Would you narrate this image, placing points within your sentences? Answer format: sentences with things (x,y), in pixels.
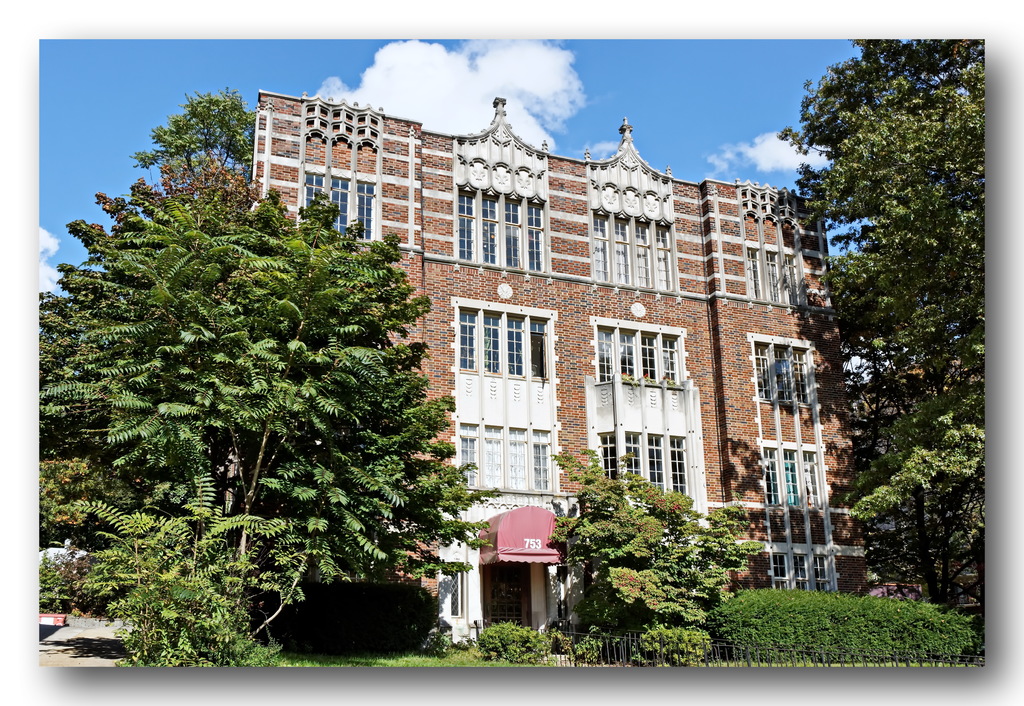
To the bottom of the image (844,615) there are plants (695,582). In the middle of the image (654,362) there is a building (437,236) with brick wall (454,276), pillars (524,215), glass windows (492,340) and doors (519,578). To the left (165,258) and right corners there are trees (916,383). To the top of the image (86,101) there is a blue sky (777,105) with clouds (396,65).
